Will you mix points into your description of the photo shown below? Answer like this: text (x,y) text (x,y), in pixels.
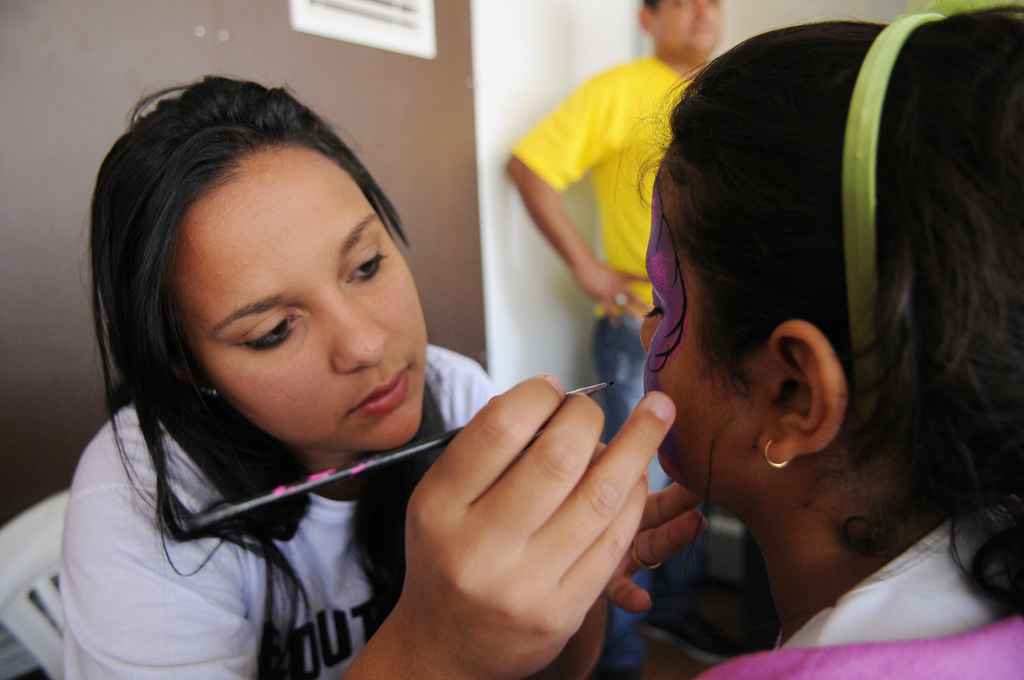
There is a woman (154,498) wearing white dress (150,557) is sitting and holding a paint brush (386,463) in her hand (447,449) and there is another woman (766,386) sitting in front of her and there is a person (611,100) wearing yellow T-shirt (605,119) is standing in the background (574,148).
